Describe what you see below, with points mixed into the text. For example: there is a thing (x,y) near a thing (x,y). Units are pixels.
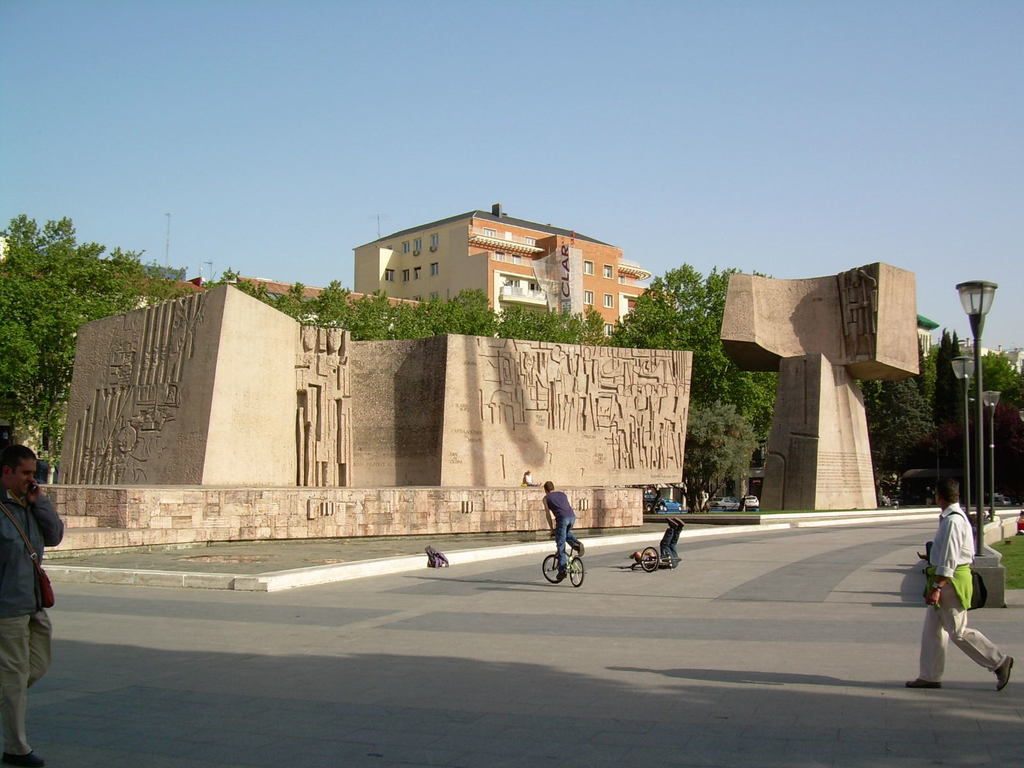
In this image we can see one building (513,258), one statue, one big wall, three street lights (969,456), two cycles (573,568) and one bag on the road (444,576). So many trees (697,505), grass (1010,574) is there. Two persons (953,561) walking on road (644,583), one person (41,552) wearing bag (48,590) and talking on mobile phone (31,485). There are another three persons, first person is sitting, second person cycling and third person (665,553) fall down from a cycle (651,562).
